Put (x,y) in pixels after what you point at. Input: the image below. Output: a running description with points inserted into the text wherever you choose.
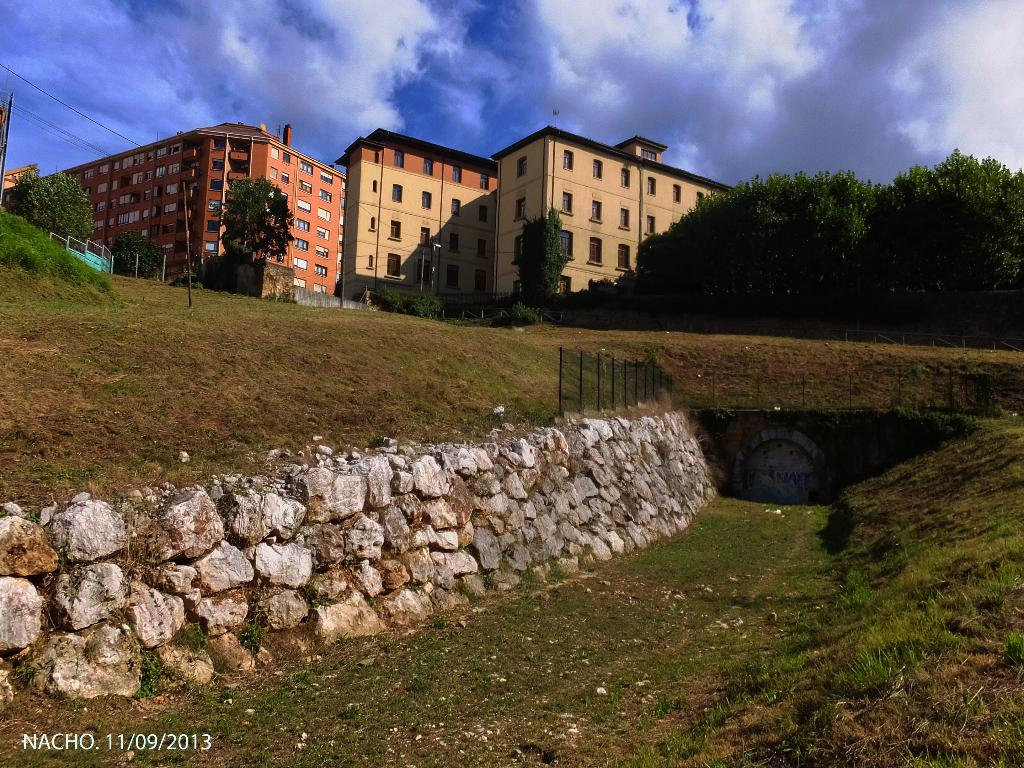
These are the buildings (392,197) with the windows (459,207). I can see the trees (969,250) and small bushes (416,304). This is a kind of a wall (671,468) with the rocks (684,461). This looks like a fence (646,376). I can see a small tunnel (770,452). Here is the grass (658,343). This is the watermark (91,744) on the image.
